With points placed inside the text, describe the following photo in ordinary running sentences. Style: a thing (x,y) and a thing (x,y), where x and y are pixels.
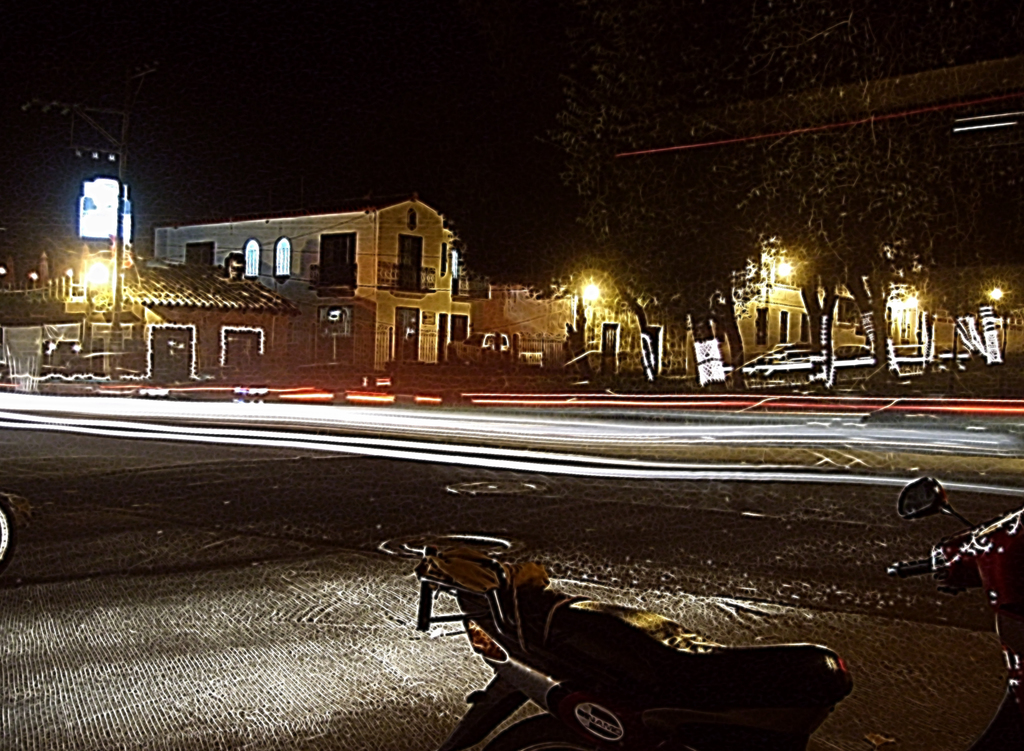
This picture is taken in night and in the middle (506,318) I can see house (771,325) and light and at the bottom (704,682) I can see bike (840,682), in the middle (373,490) I can see a road (336,472).
